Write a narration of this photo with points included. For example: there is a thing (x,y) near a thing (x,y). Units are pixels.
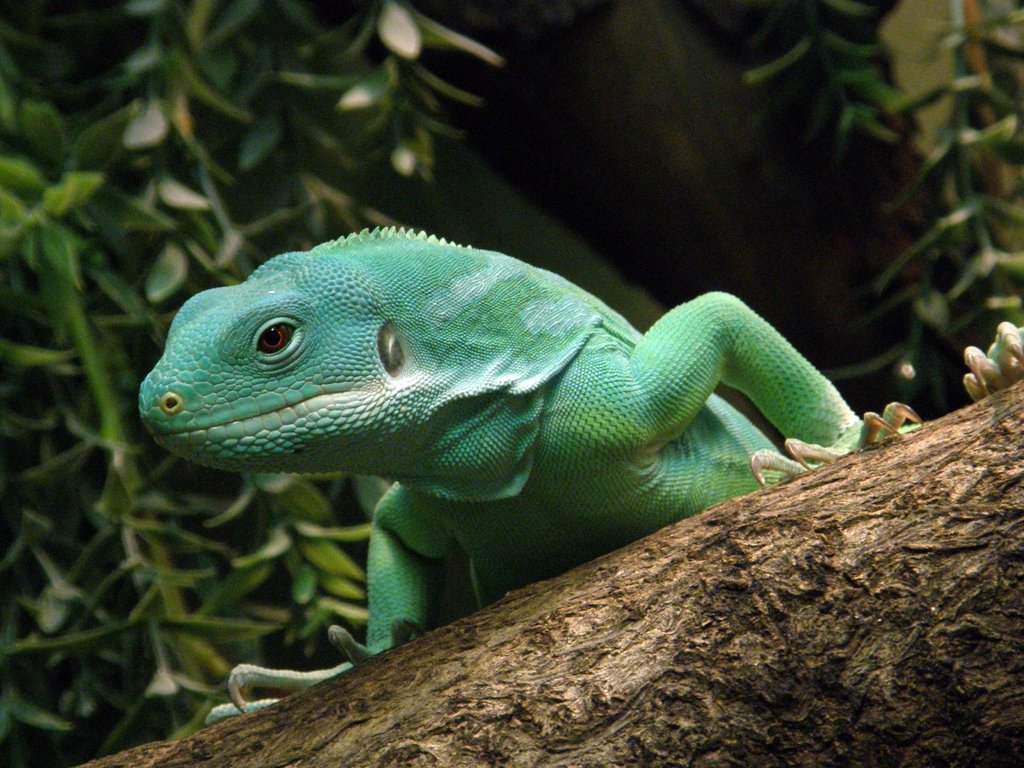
In this image I can see a reptile (234,339) in green color. Background (154,136) I can see plants (161,598) in green color.
